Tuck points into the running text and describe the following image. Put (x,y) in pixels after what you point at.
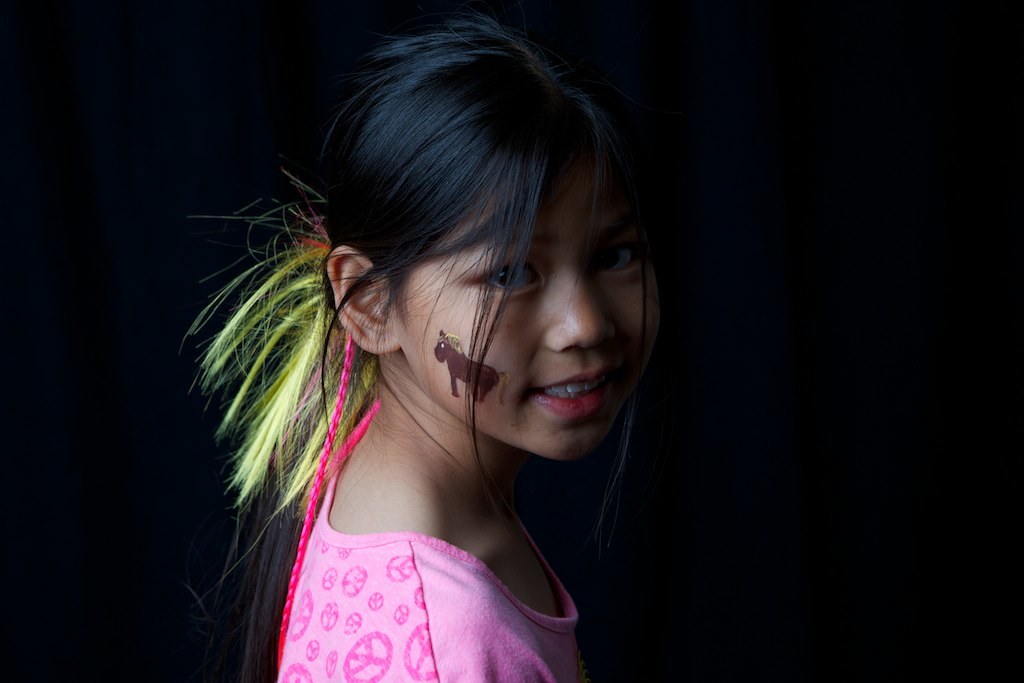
In this image I can see a girl (430,558) wearing a pink color t-shirt (423,628), smiling and giving pose for the picture. The background (762,550) is in black color.
